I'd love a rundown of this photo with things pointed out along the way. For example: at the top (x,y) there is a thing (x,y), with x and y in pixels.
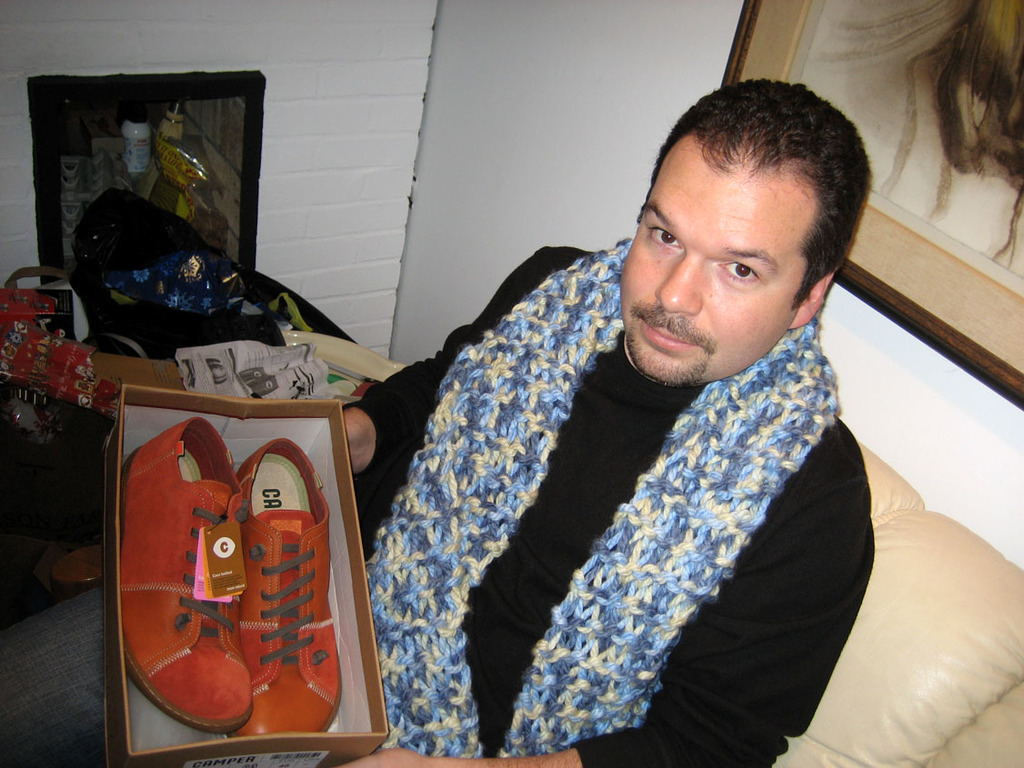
This is the man (551,531) sitting on the couch (921,598). On the right side of the image (894,232), I can see a photo frame (894,42), which is attached to a wall (619,68). I can see a pair of shoes (247,609), which are in a cardboard box (311,431). These are the objects (106,358), which are kept on the floor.
